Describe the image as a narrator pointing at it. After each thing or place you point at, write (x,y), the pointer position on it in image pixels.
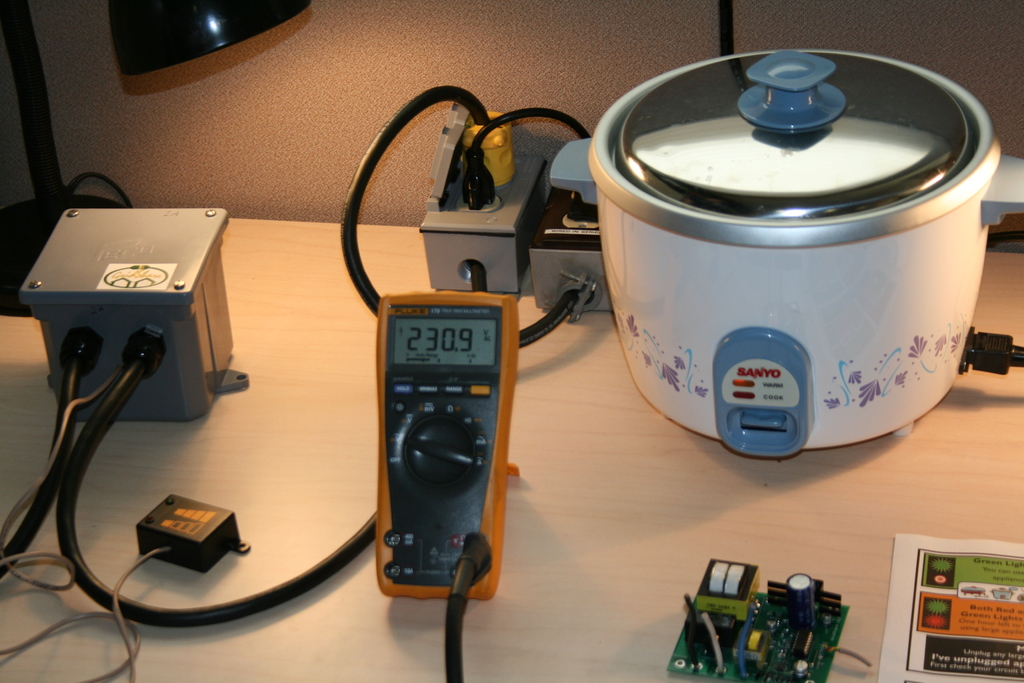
Here I can see a table (622,564) on which a rice cooker (770,333), wires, some electronic devices (571,246) and a paper (979,626) are placed and also I can see a lamp (38,114). On the top (465,63) there is a wall (420,63).
